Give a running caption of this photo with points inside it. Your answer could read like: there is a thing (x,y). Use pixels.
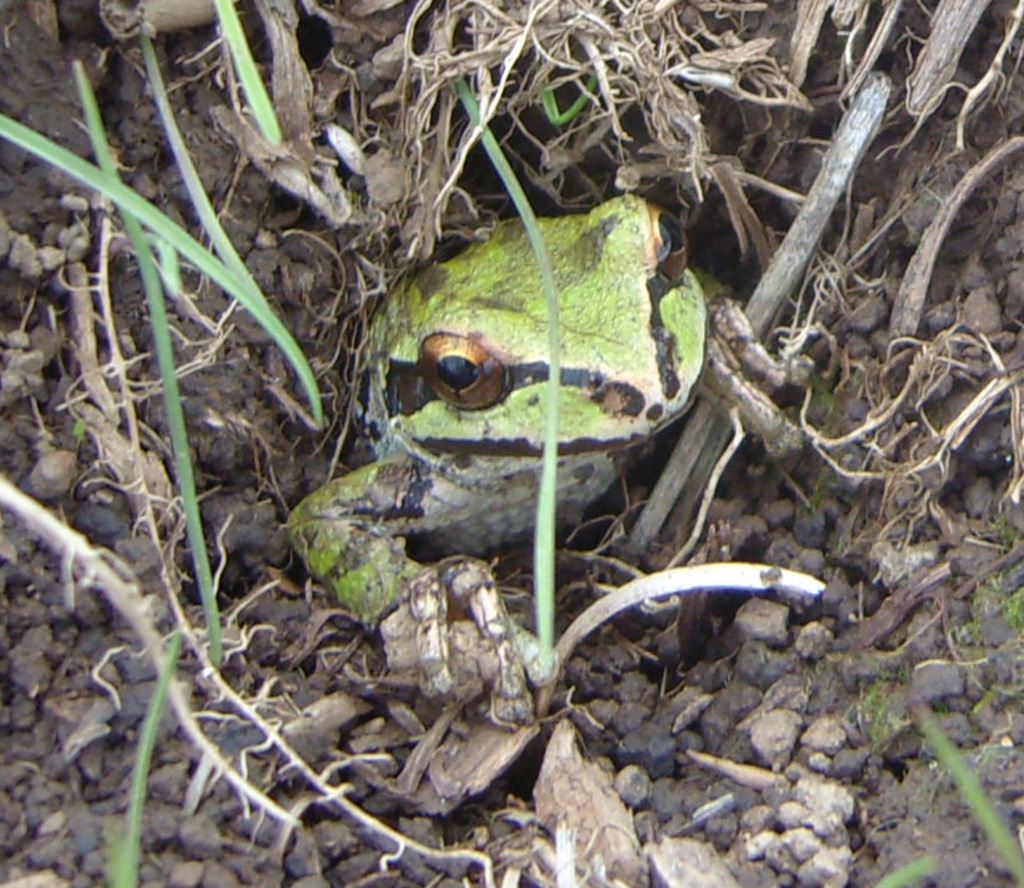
In the picture we can see a mud surface (810,490) with a hole (618,578) and some grass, leaves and from it we can see a frog (568,296) which is green in color.
